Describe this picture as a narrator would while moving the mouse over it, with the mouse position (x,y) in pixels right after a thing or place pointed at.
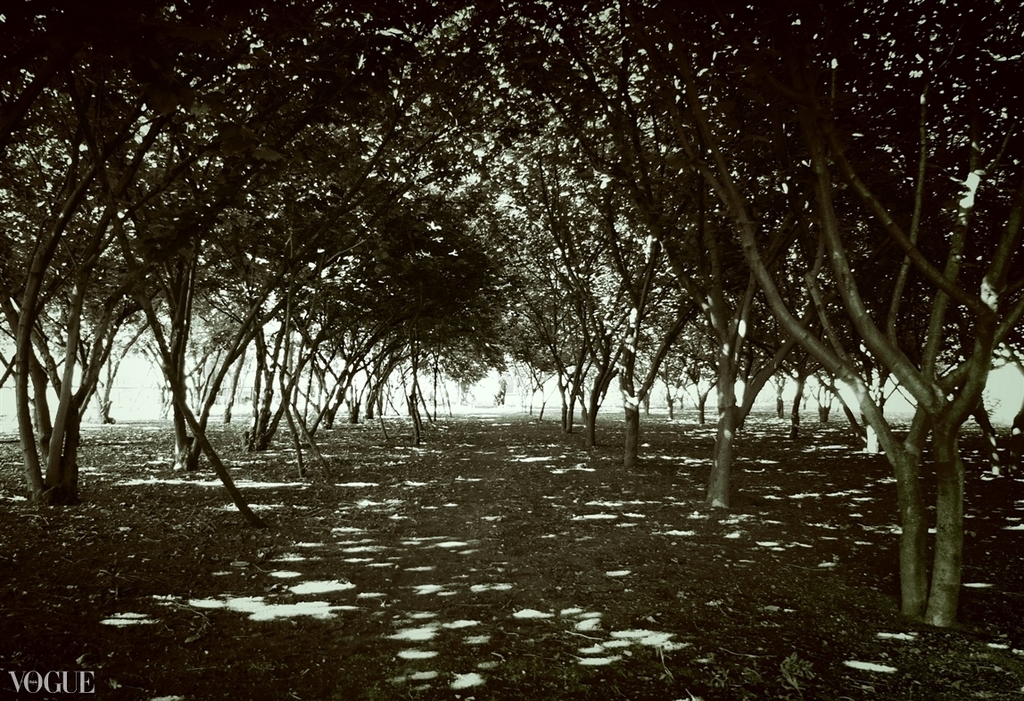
In this image we can see there are some trees (629,306) and leaves (240,543) on the ground (217,517).
